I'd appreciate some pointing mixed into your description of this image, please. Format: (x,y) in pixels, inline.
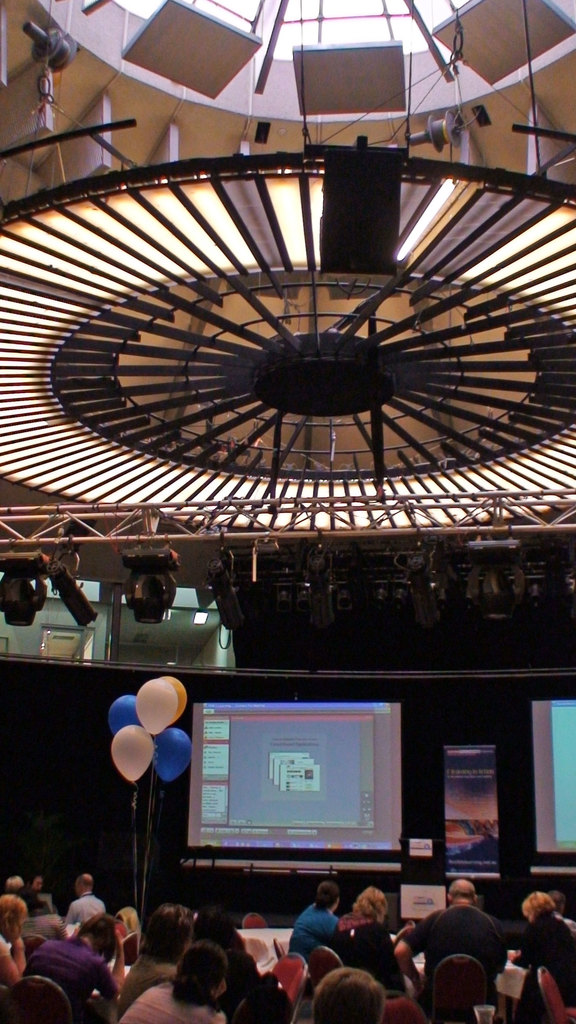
In this image there are so many people (350,939) sitting on their chairs (334,962) in front of the tables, there is a screen (192,827) with some text (209,767), beside that there are balloons (129,755). At the top of the image (250,173) there is a ceiling (284,348).
